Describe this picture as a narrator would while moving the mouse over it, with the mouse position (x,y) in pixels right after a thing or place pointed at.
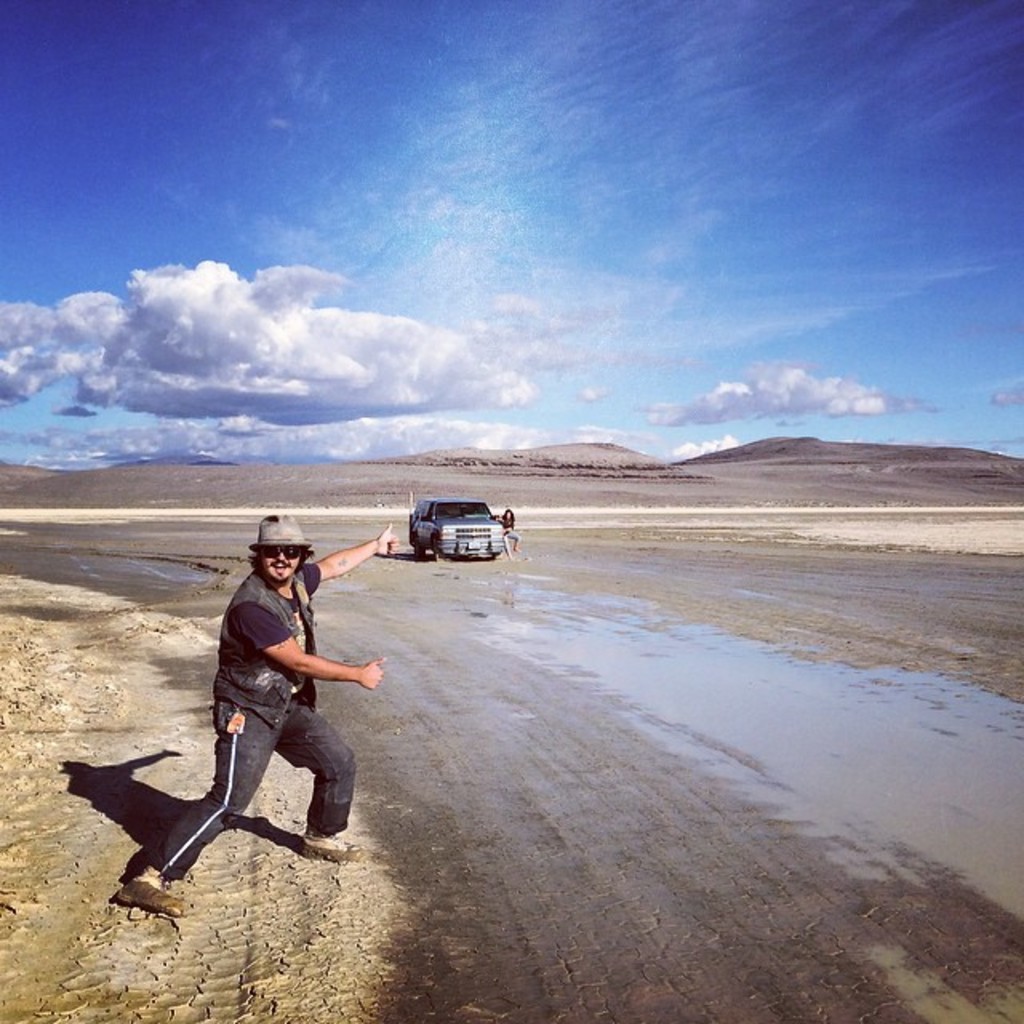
In this picture I can see a man (208,803) in front (294,583) who is standing and I see that he is wearing shades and a cap (264,532) on his head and I see the path (502,597). In the background (490,446) I see the sky (298,460) which is a bit cloudy and in the middle of the picture (434,532) I see a car (459,532) and a person (508,526) near to it and I see the water (643,682).
